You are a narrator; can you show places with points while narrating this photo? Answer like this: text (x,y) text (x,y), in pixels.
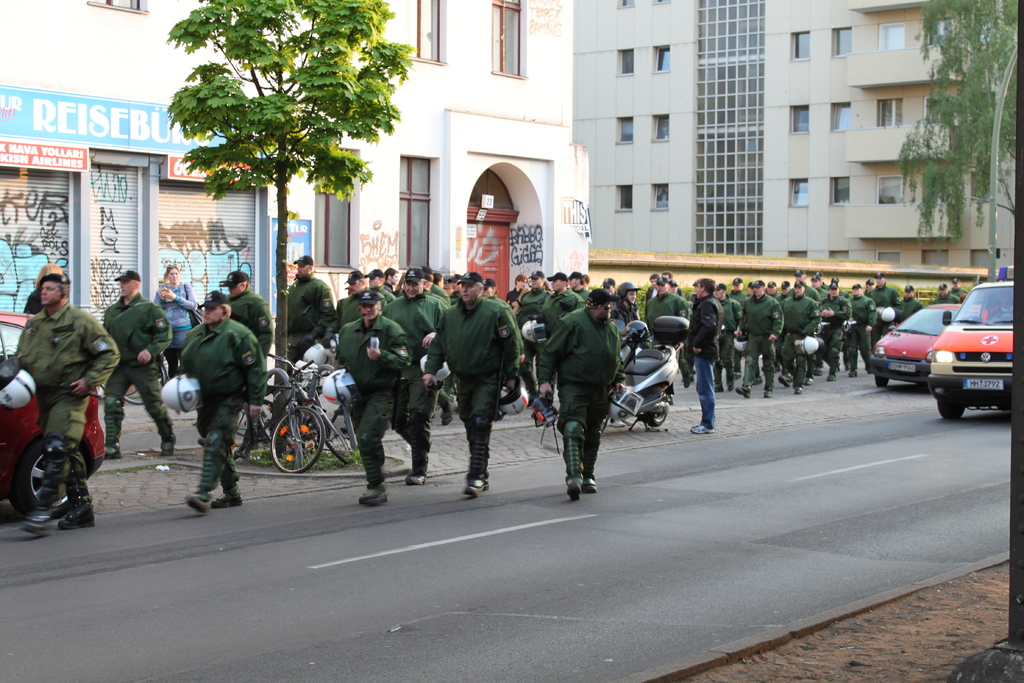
This picture consists of road (658,505), on the road (658,505) I can see group of persons (579,434) and vehicle (906,332) on the right side (991,332) and some vehicles (260,434) kept on road (549,465) in the middle (662,323) and tree (325,174) visible in the middle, at the top (611,169) I can see the building (837,72) and tree (970,113) on the right side (989,93) and I can see another vehicle (15,338) on the left side (16,437).
